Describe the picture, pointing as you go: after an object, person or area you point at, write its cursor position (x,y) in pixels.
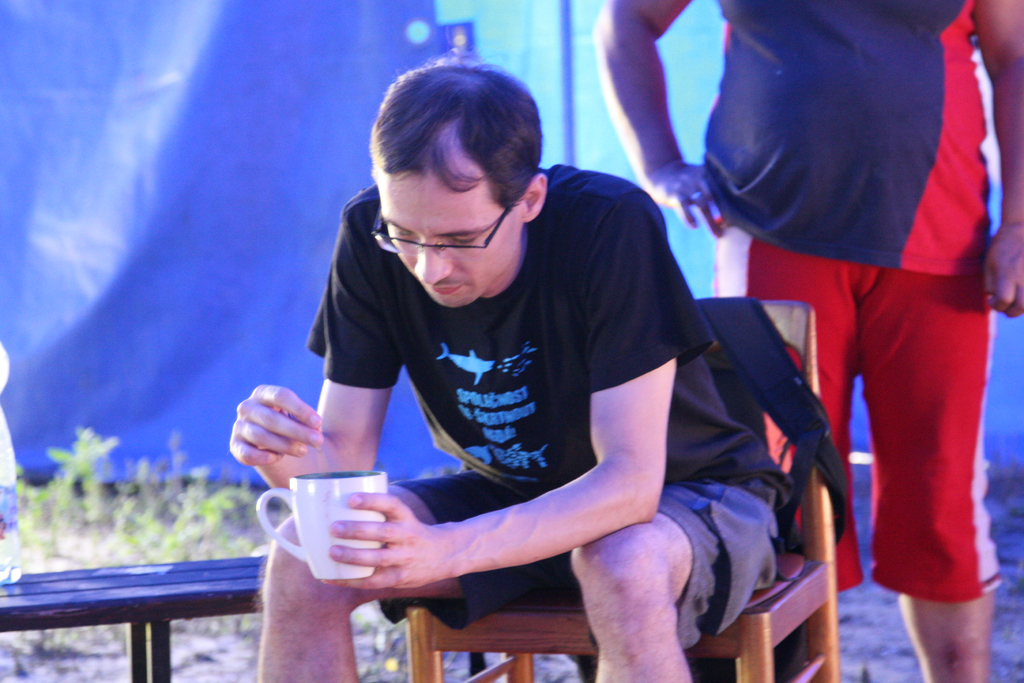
A person (482,347) wearing a black t shirt (488,391) is holding a cup (315,520) and wearing a spectacles (455,254) is sitting on a chair (795,588). Behind him a person (899,232) is wearing a blue and red dress (858,231). And there is a bench (152,583) over there. In the background (158,237) there is a blue sheet (163,206) and some grasses (127,510) are there.
